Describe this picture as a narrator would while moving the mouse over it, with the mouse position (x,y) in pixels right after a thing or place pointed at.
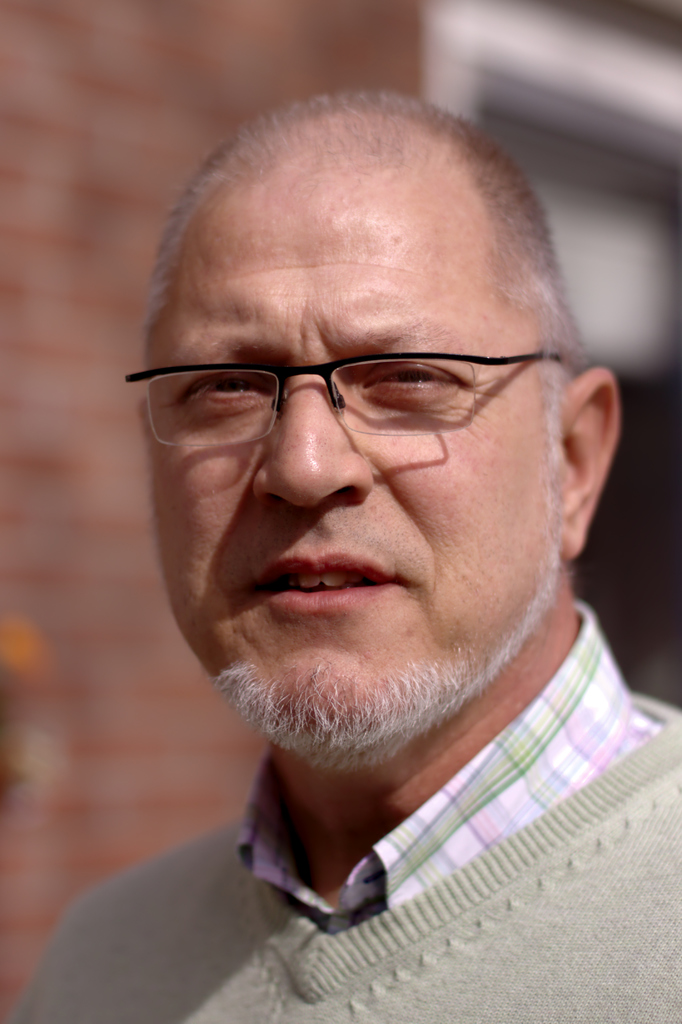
This person (386,440) wore spectacles (280,388) and looking forward. Background it is blurry and we can see wall (31,237).
